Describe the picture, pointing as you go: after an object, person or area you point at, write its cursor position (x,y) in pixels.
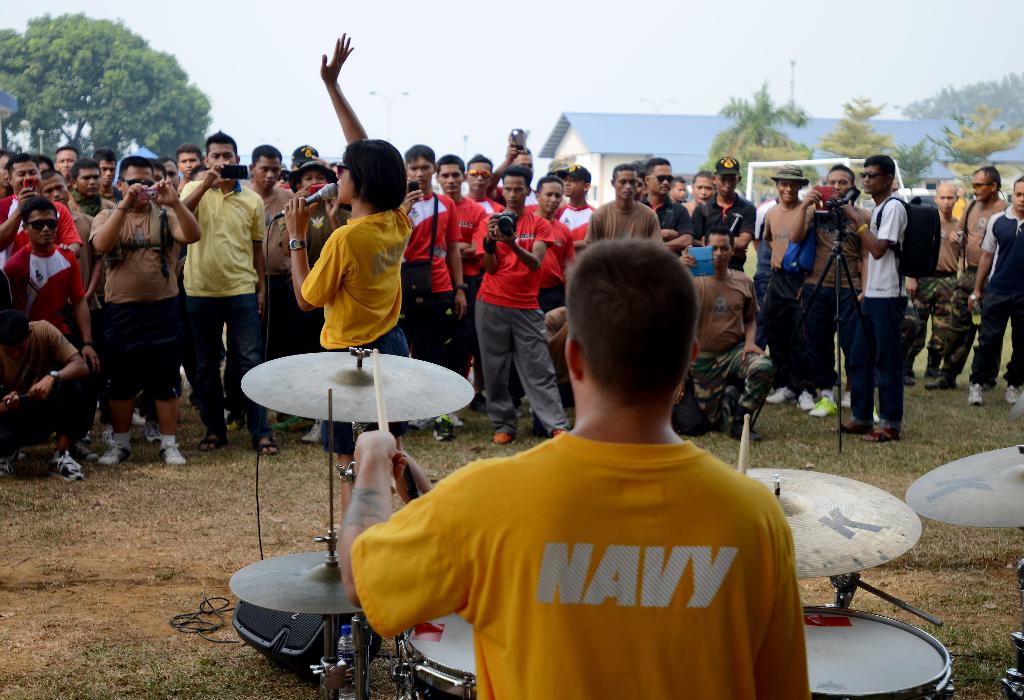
In this image we can see trees (147,64), sky (590,56), shed (623,120), people (625,231) standing on the ground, tripod (848,280), cameras (813,212), musical instruments (357,424), mic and cables (259,508).
